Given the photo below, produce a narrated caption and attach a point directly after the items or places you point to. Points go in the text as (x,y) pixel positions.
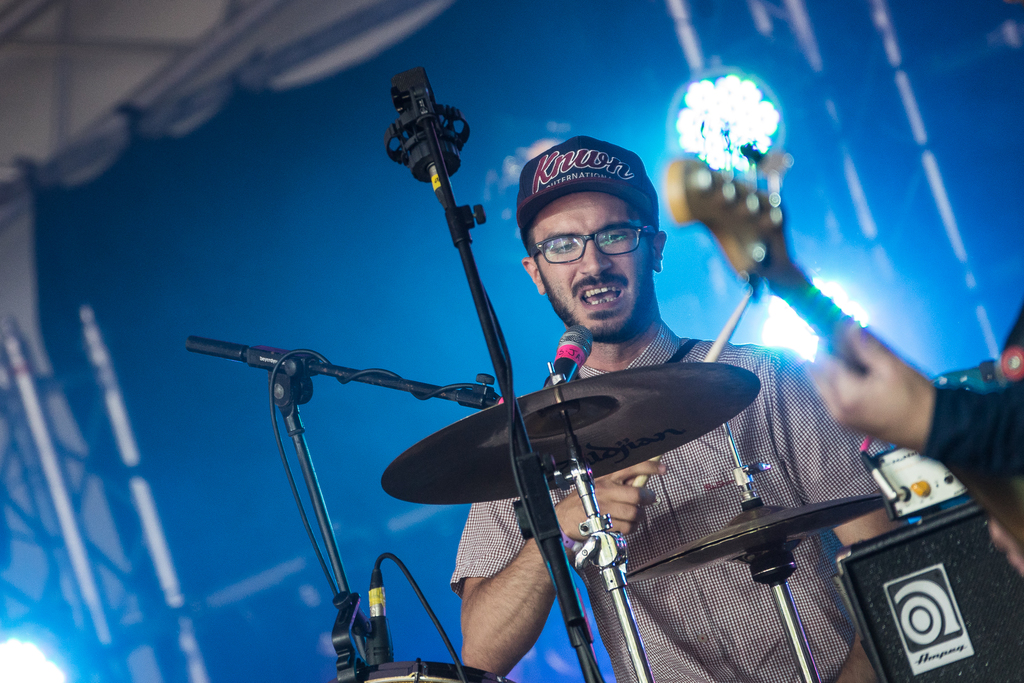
In this picture I can see 2 persons (567,233) in front (727,514) and I see the musical instruments (627,459) and in the background (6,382) I see the lights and I can also see the tripods (319,513) in front (289,427).
